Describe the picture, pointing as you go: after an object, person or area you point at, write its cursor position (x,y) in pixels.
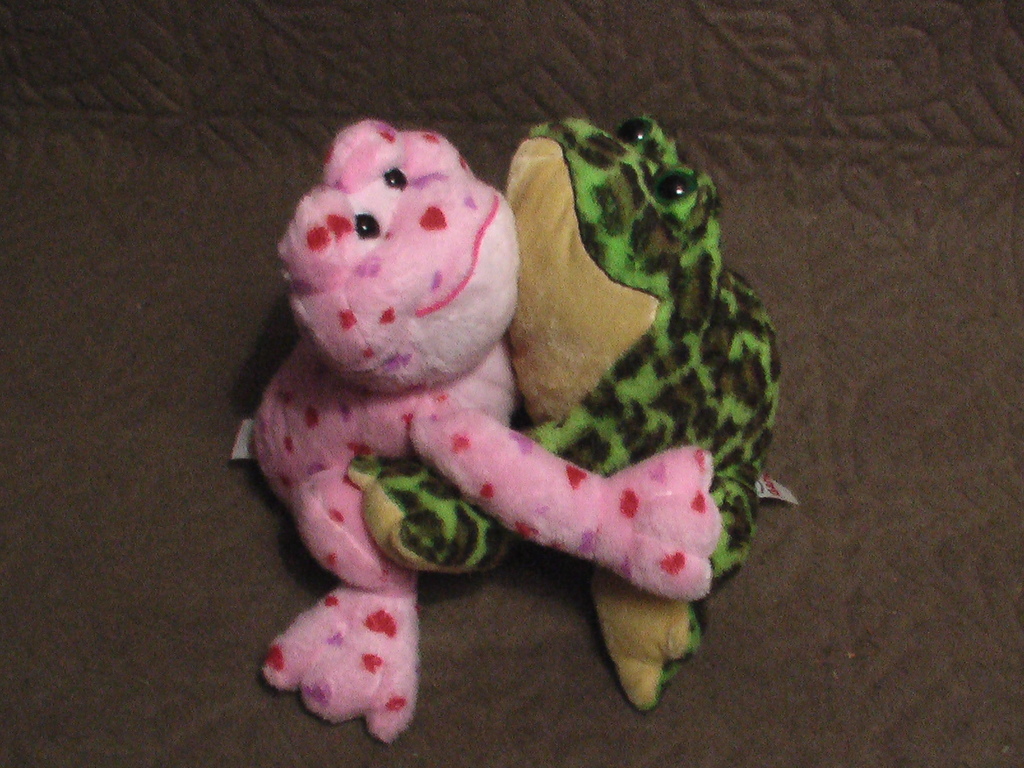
In the image I can see two dolls (331,431) which are in the shape of frogs (445,436).
